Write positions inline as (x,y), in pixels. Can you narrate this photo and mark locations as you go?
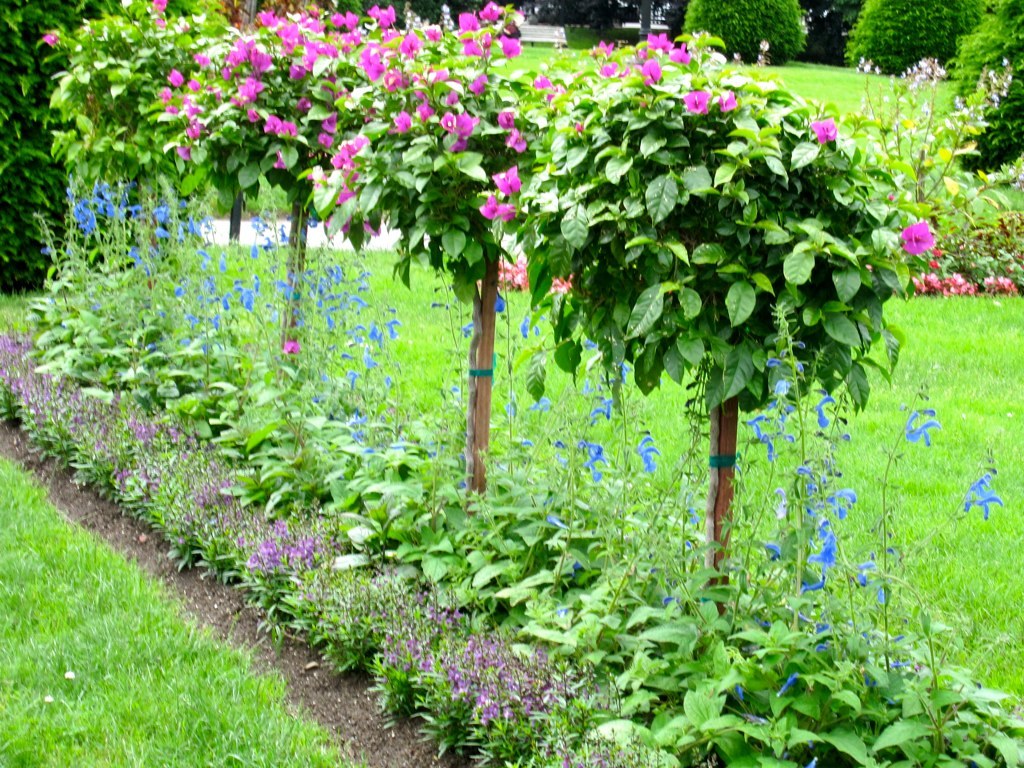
In this image there is beautiful garden (749,131) with flowers (405,112), small plants (817,184) and grass (148,610).
